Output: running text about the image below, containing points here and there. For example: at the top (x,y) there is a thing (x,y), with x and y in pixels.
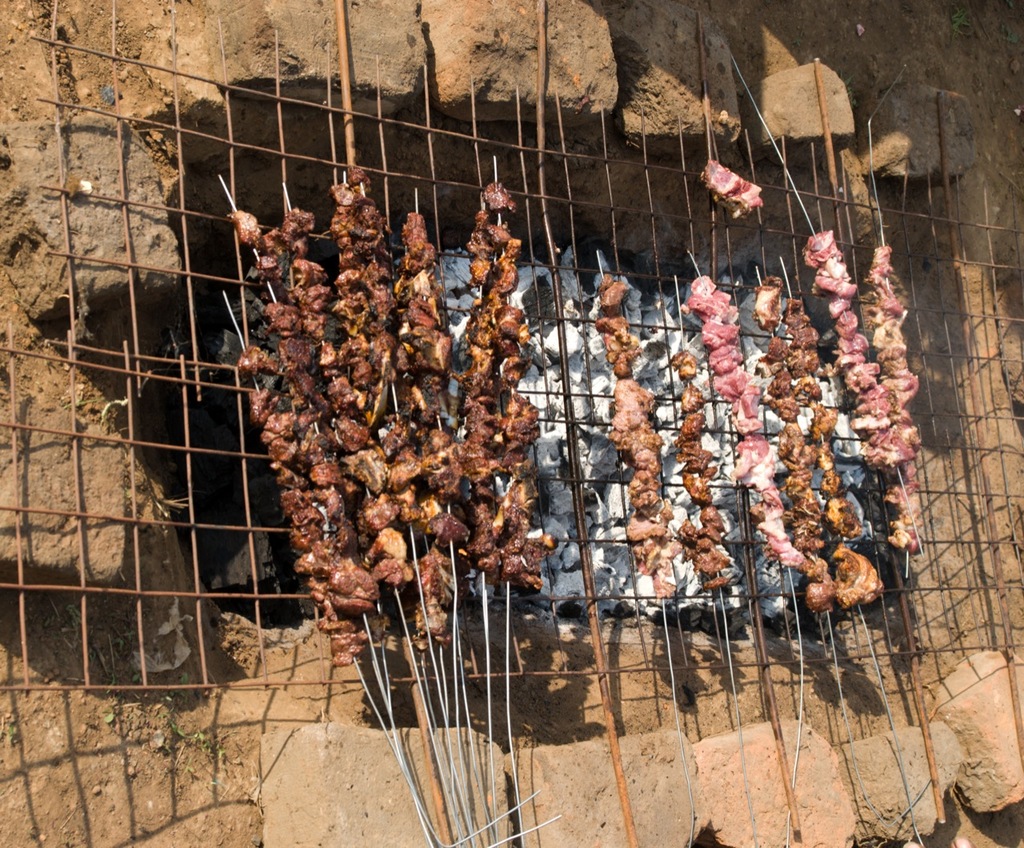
This image is taken outdoors. At the bottom of the image (138,783) there is a ground (120,776) and there are a few bricks (634,786) and stones (881,776). In the middle of the image (566,405) there is a mesh (173,590) and there is a barbecue (599,432). There are a few meat pieces (412,508) and there is ash (580,377).
